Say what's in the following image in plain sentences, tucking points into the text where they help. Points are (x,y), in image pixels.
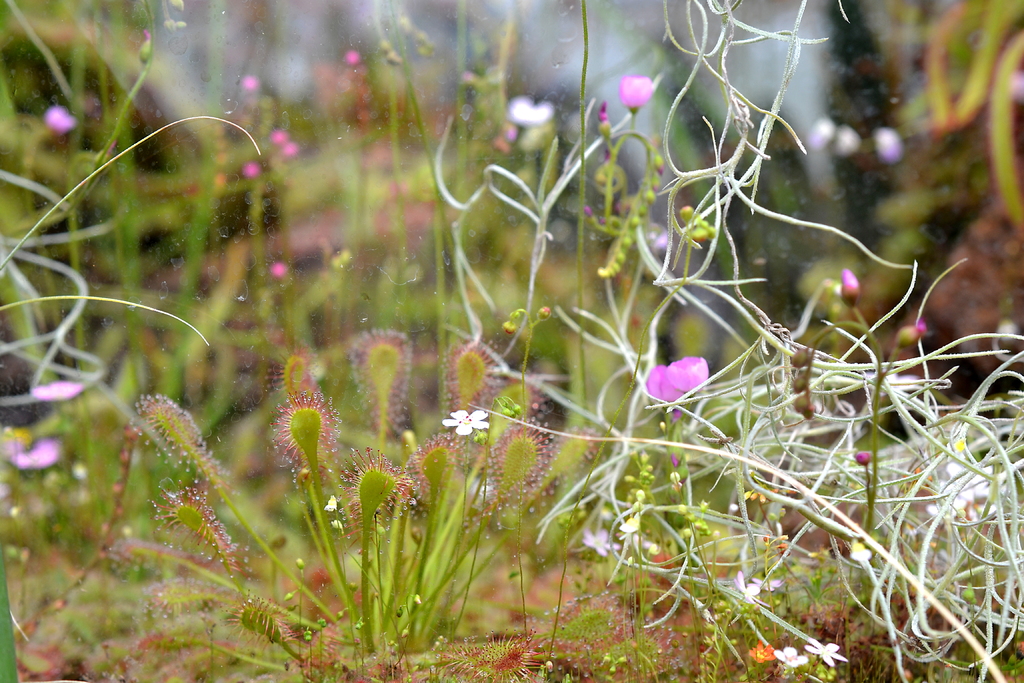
In this image we can see many plants (670,275). There are many flowers (899,153) to the plants (686,398).
